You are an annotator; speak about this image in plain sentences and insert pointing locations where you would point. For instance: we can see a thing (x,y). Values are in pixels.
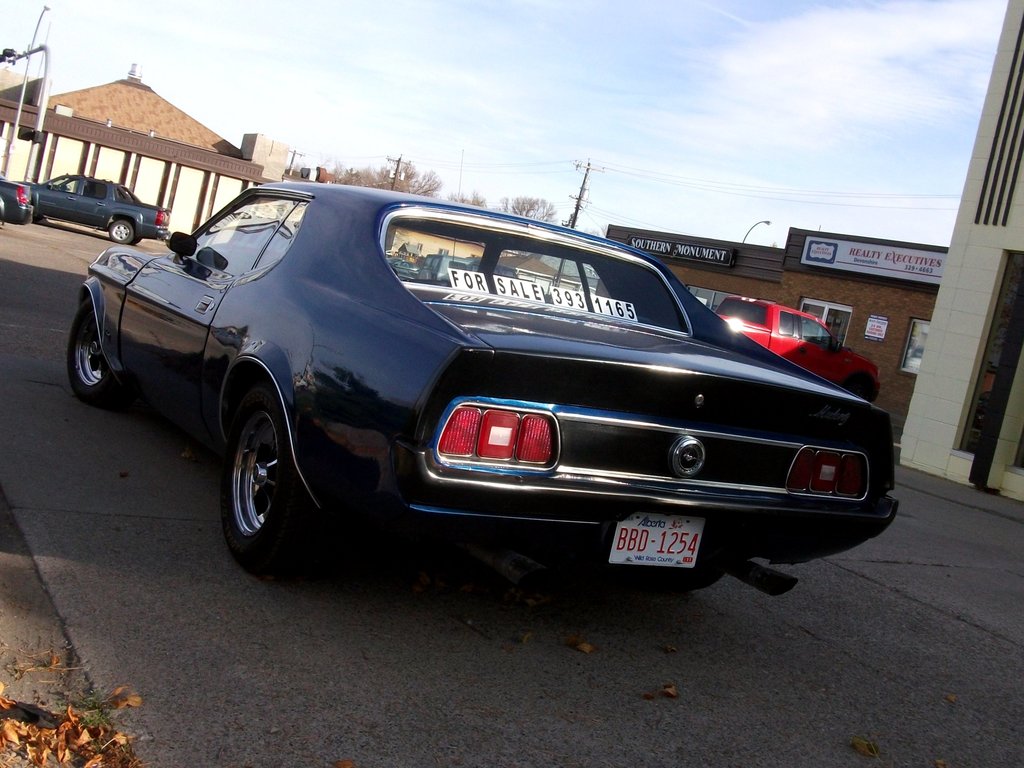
In this image I can see the vehicles (244,428) which are in different color. These vehicles (638,435) are on the road (689,723). To the side I can see many buildings (719,297) and there are boards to it. In the background (477,189) I can see the current pole (579,197), clouds (767,44) and the sky (396,40).
